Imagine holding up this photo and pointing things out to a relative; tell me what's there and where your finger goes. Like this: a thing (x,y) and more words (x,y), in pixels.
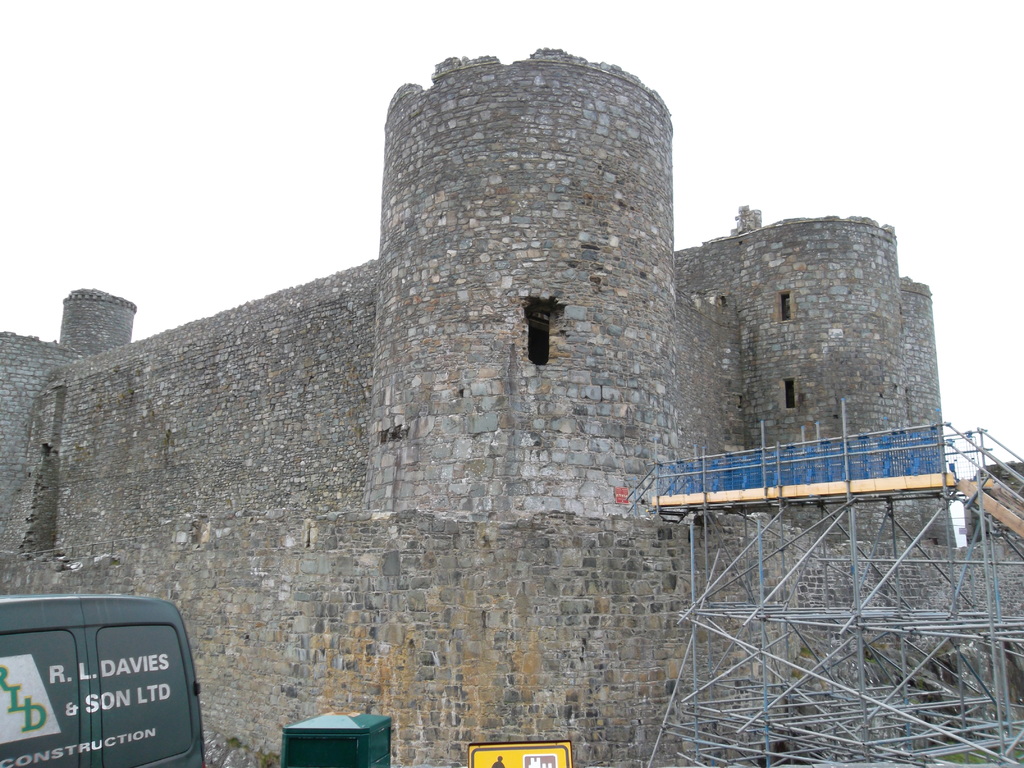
In this picture I can see the fort (322,337). I can see the metal objects (832,568) on the right side (833,613). I can see the vehicle (163,682) on the left side (174,685).
